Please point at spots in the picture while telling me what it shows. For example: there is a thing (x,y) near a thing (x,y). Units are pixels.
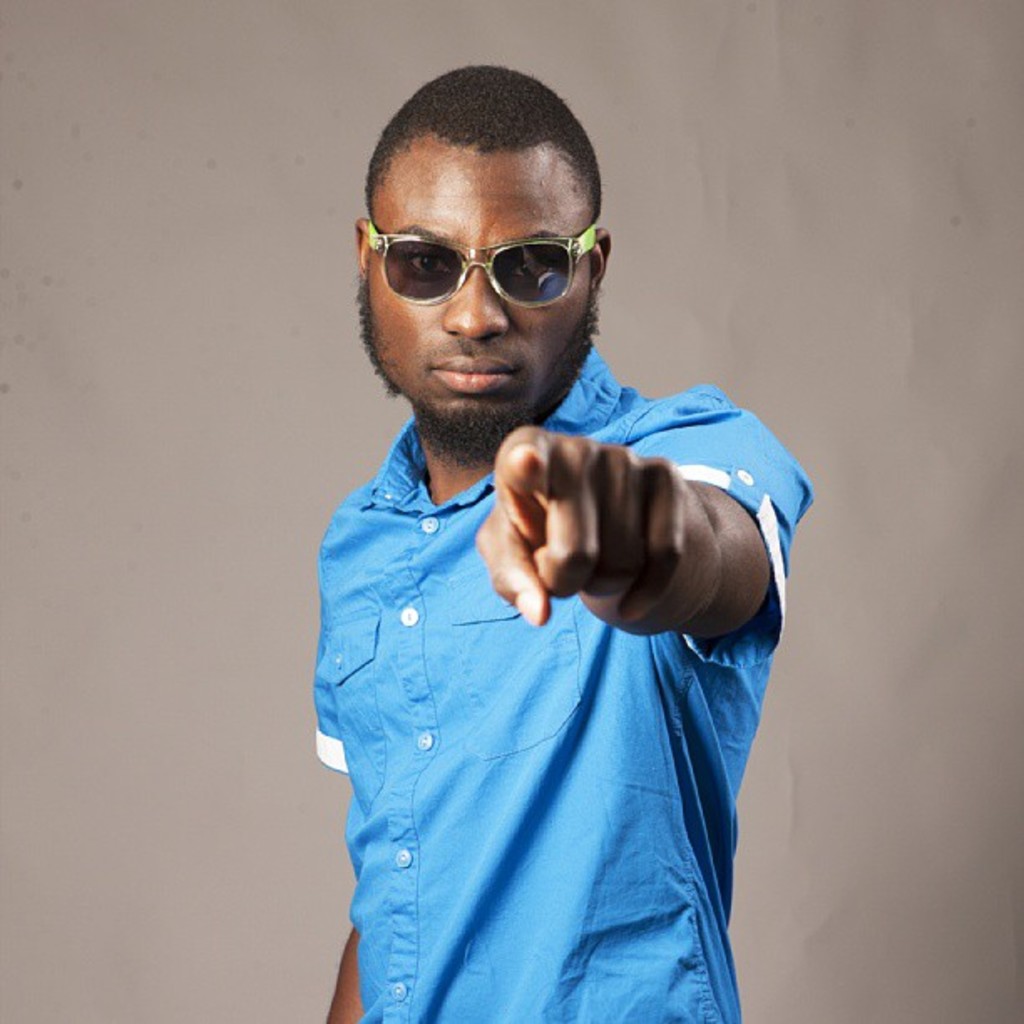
This image is taken indoors. In the background (246,475) there is a wall (280,558). In the middle of the image (554,535) there is a man (594,504). He has worn a blue shirt (532,663) and goggles (505,277).
